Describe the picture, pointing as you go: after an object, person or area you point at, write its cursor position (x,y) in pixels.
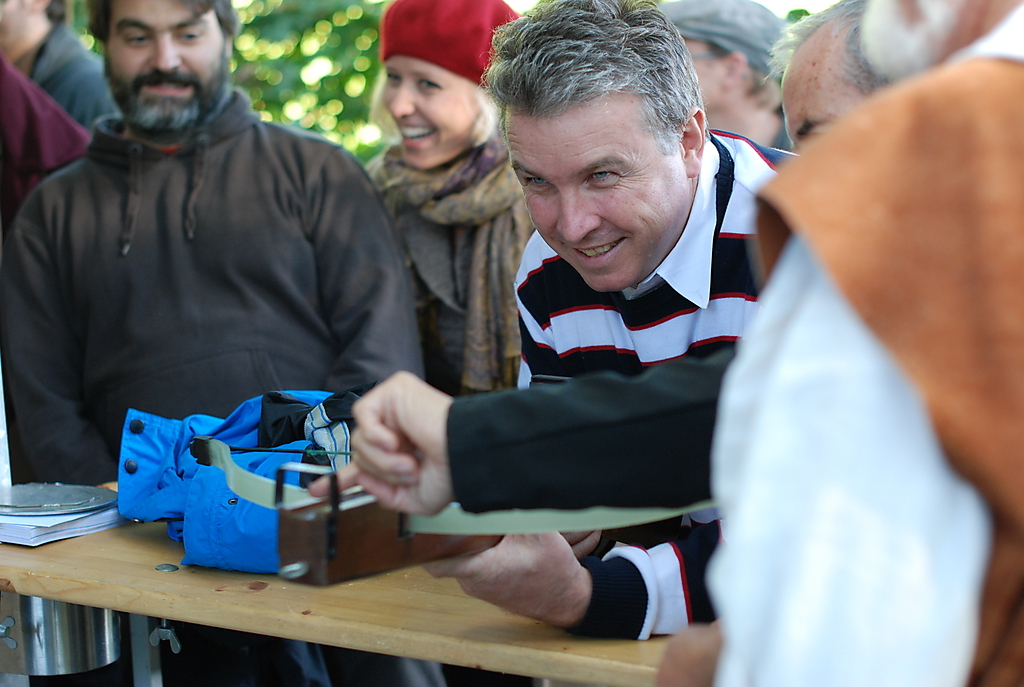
All this persons (542,286) are standing in the background (332,66) there is tree (312,65).
